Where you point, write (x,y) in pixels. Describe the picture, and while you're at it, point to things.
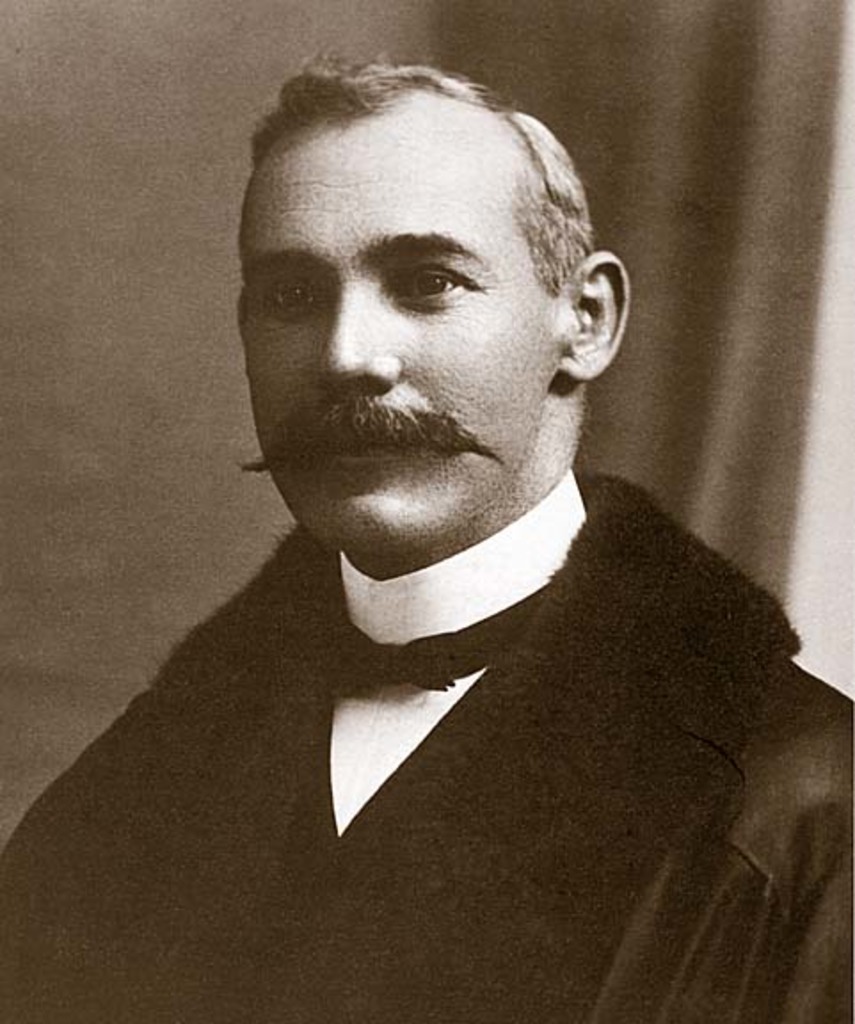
This is a zoomed in picture. In the foreground (590,759) there is a man (193,858) wearing a black color dress (472,810). In the background (800,218) there is an object (781,74) seems to be a curtain (736,369).
